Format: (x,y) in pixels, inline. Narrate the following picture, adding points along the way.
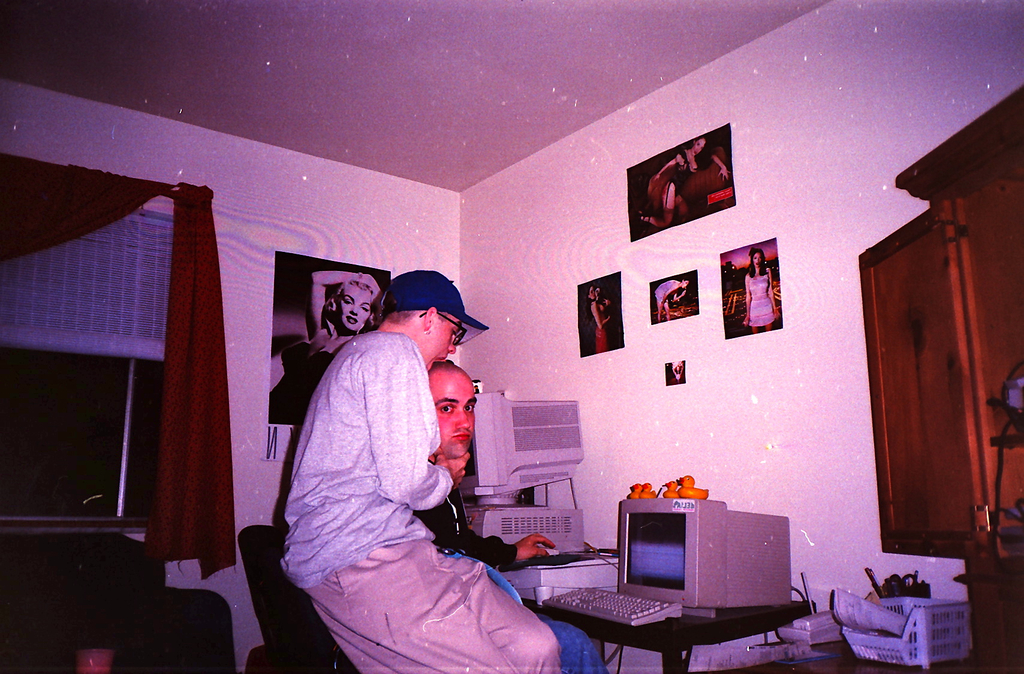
In this image, we can see two people (459,566). Here we can see monitors (664,558), keyboard (647,619), chair (290,635), basket (888,656), telephone (814,632), few objects (847,618). Here there is a wall (554,364), poster (323,324), curtains (197,420), window (89,429), window shade (100,350). Here we can see a wooden cupboard (941,402) and door (950,393). Top of the image (454,114), there is a ceiling (467,98).
